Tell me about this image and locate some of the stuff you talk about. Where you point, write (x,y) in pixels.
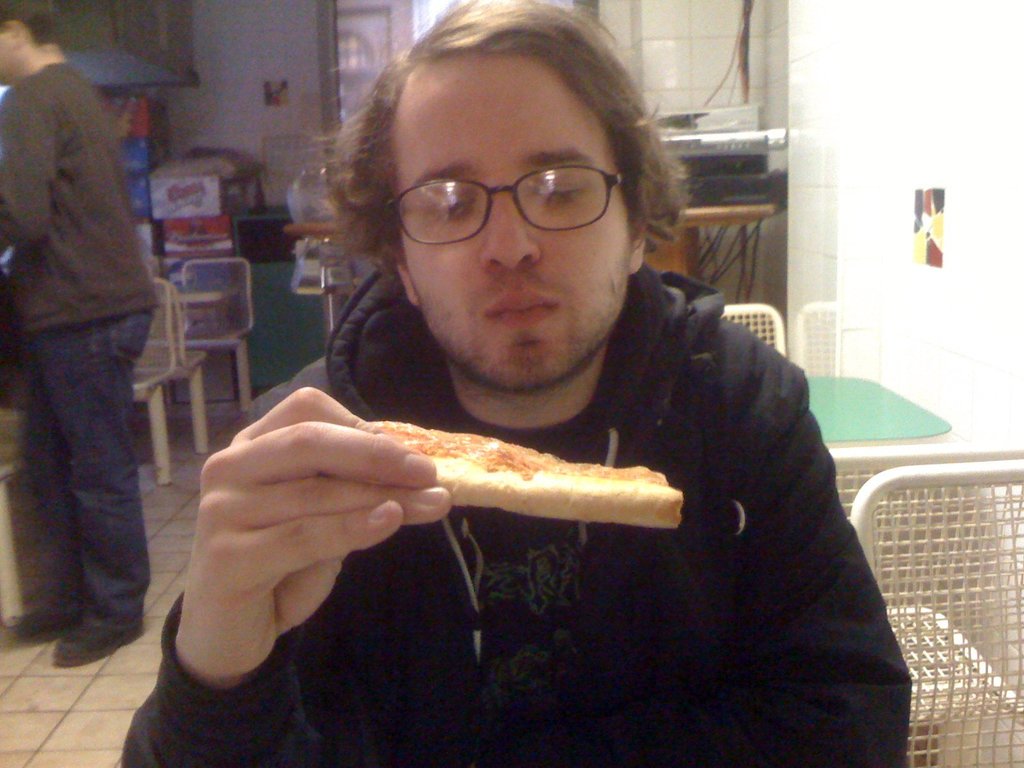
In this image there is a man (537,593) in the middle (672,430) who is sitting on the chair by holding the pizza (451,485). Behind him there is another person (116,321) who is standing on the floor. In the background (920,424) there are tables (866,386) and chairs (211,341). On the left side (161,188), there are boxes (155,172) kept one after the other against the wall (167,138). In the background (342,58) there are windows (342,58).
